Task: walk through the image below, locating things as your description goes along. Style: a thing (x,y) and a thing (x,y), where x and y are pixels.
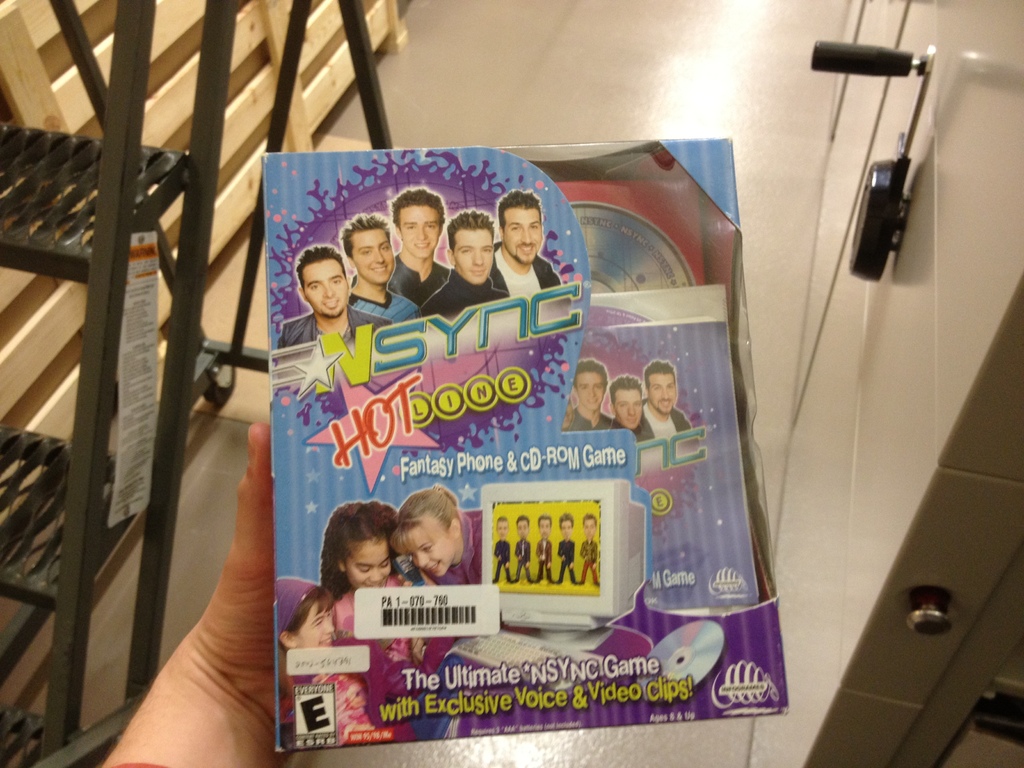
In this image I can see the person (191,744) holding the box (472,598) which is colorful. To the left (205,399) I can see the ladder (92,273) and wooden object (235,76). To the right (893,62) I can see the black color object (884,73) to the wall (967,345).
